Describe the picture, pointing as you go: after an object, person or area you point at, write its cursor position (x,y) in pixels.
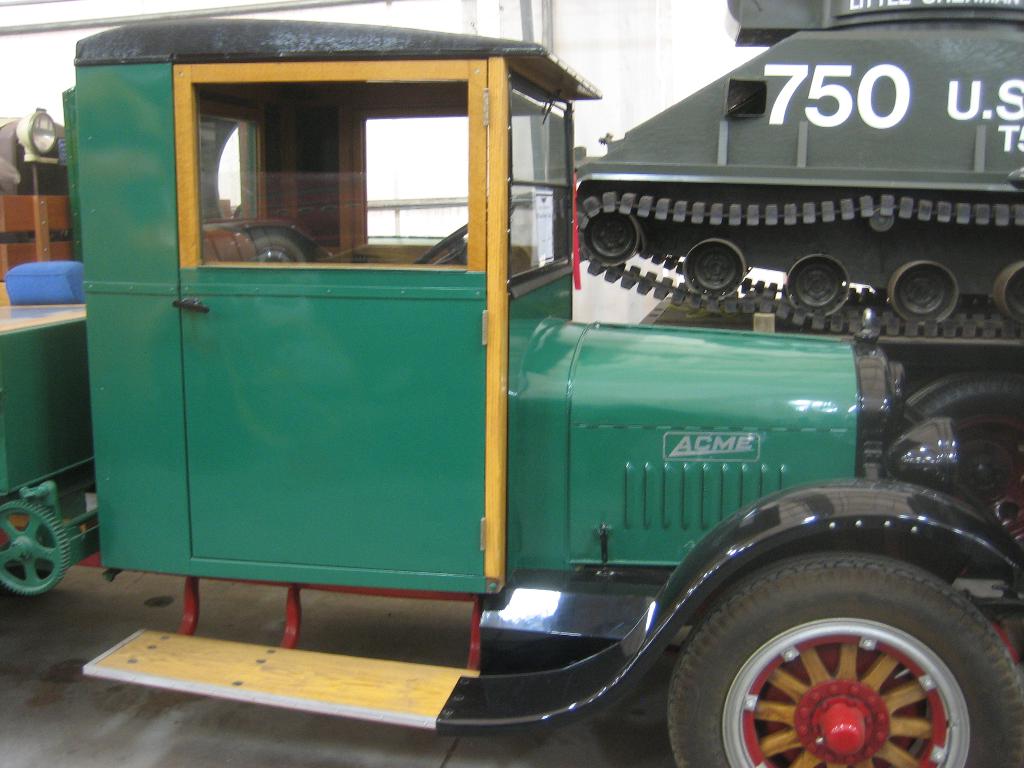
In the center of the image (418,444) we can see two vehicles (625,380). And the left side vehicle (317,473) is in a multiple color. And on the right side vehicle (862,283), we can see some numbers (830,118) and some text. In the background (655,47) there is a wall (617,24) and a few other objects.
